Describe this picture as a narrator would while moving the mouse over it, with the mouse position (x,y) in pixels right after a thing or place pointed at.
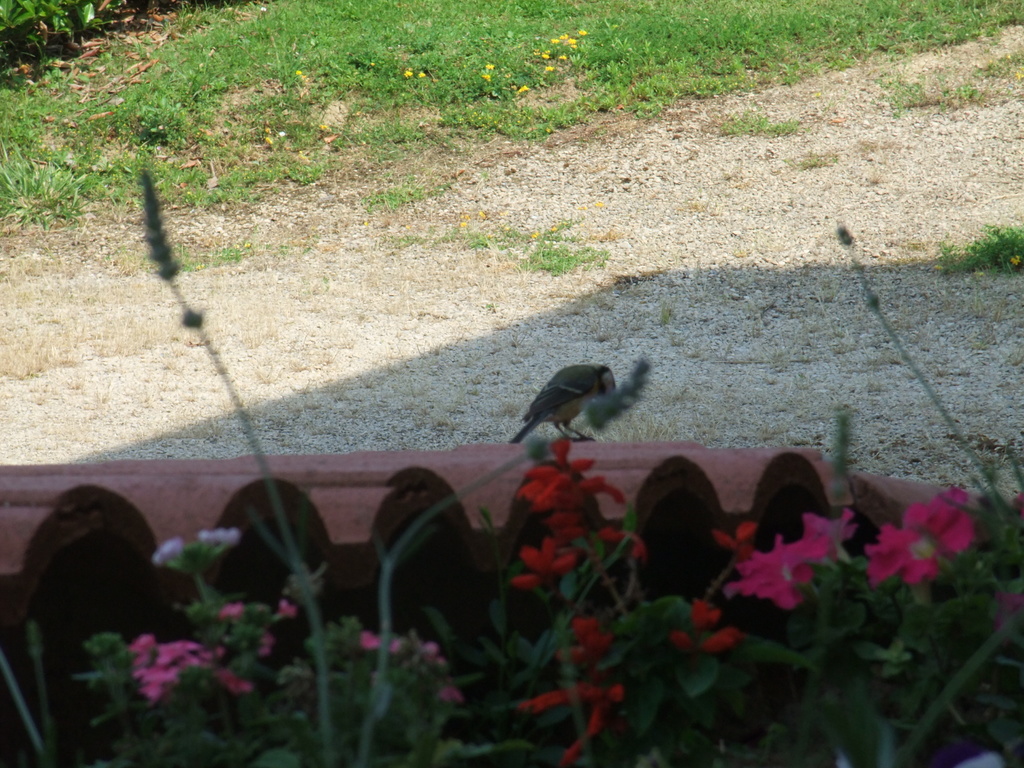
In the foreground (722,575) I can see flowering plants (785,596) and a bird (583,410) is sitting on a fence (488,481). In the background (646,74) I can see grass (659,74). This image is taken may be during a sunny day.
